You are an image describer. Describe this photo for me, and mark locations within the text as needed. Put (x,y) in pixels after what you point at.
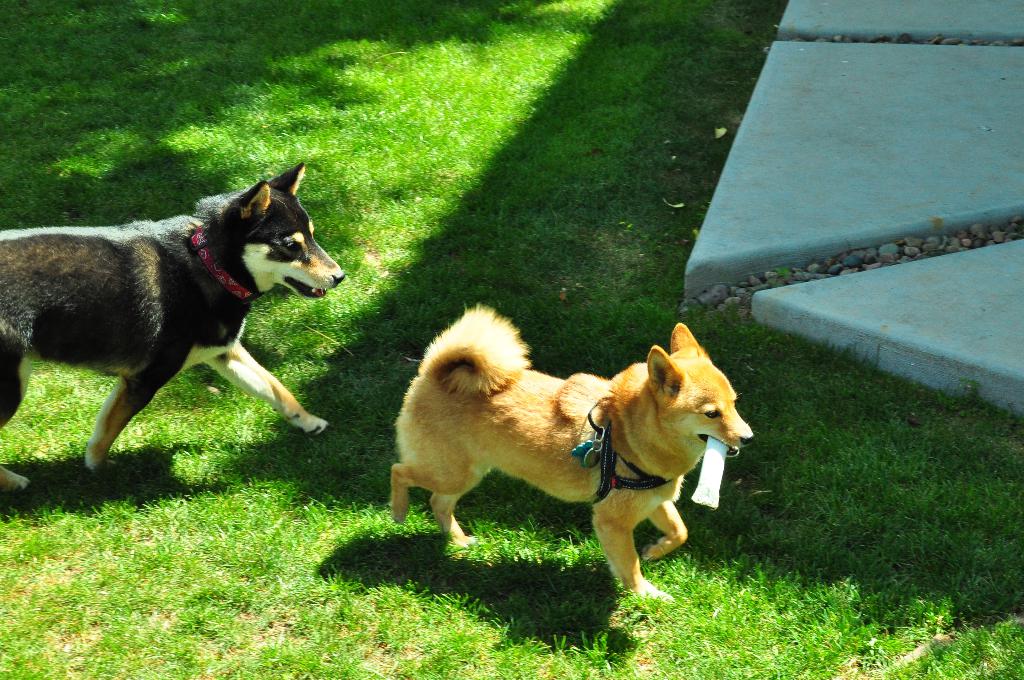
In this image we can see two dogs (136,370) are walking on the ground (722,533) and this dog (454,484) is holding something in its mouth (701,443). Here we can see stones (914,252) and marble ground (904,293).
